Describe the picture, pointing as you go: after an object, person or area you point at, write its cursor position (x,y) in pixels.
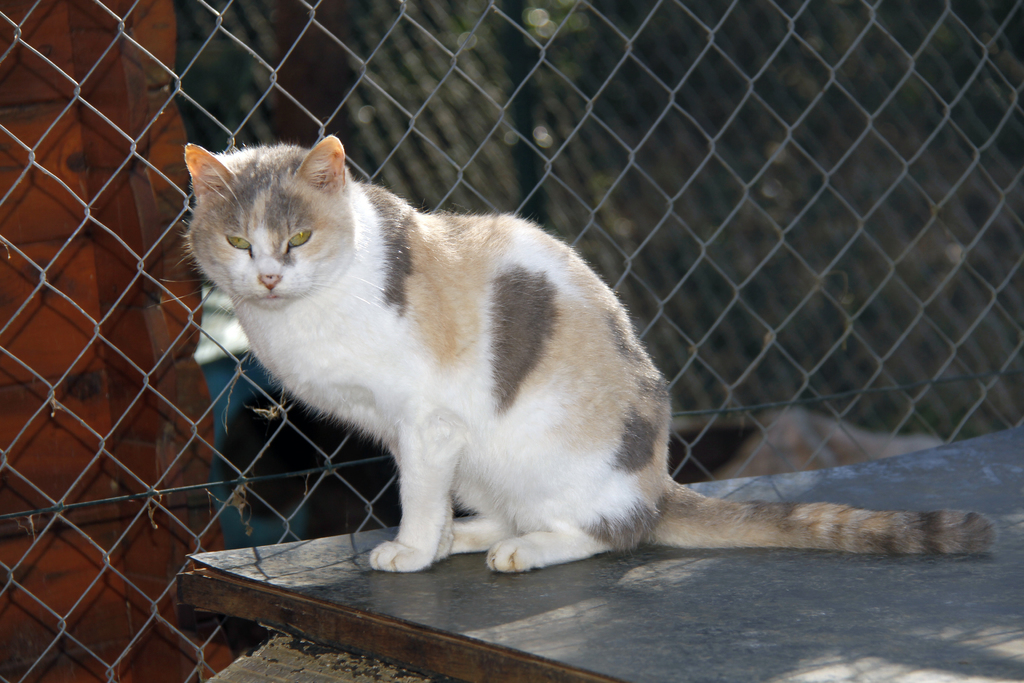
In the center of the image (422,324), we can see a cat (452,426) on the board (386,598) and in the background (156,137), there is mesh (103,118) and we can see a wall (103,176).
